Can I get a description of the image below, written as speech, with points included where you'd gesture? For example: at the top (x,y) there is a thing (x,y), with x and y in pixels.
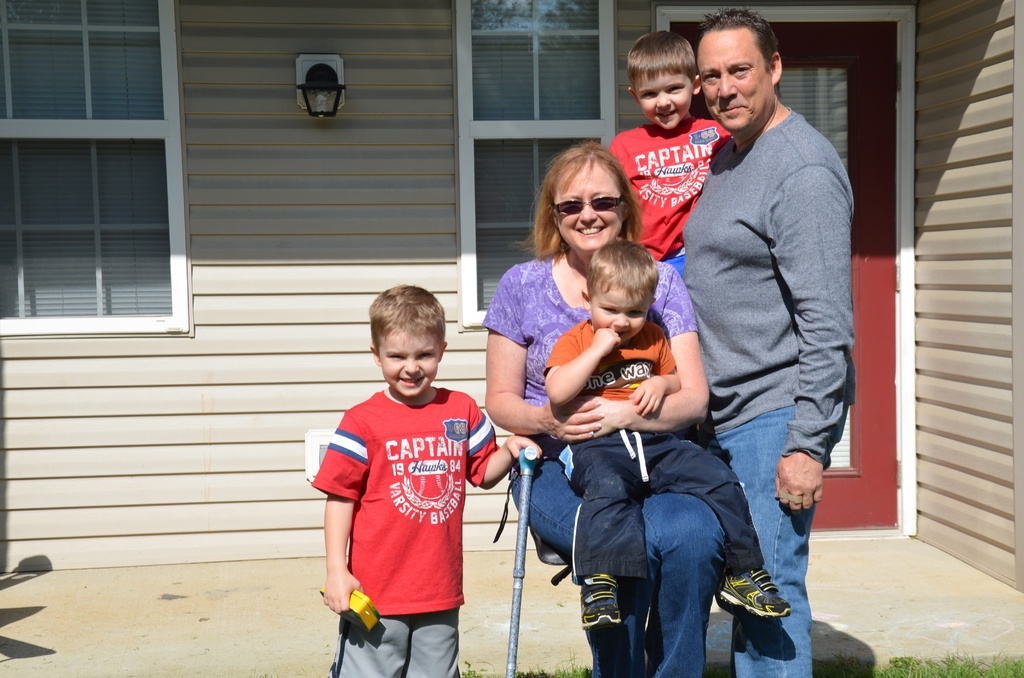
In this image we can see a woman (528,391) sitting on a chair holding a child (664,449). We can also see a man (791,372) standing beside her holding a child (648,184). Besides we can see a child (453,638) standing holding a stick (512,647) and a box (364,621). On the backside (357,333) we can see a house (305,349) with a door (866,447), windows (483,251) and a street lamp (318,75). On the bottom of the image (877,666) we can see some grass (901,670).
